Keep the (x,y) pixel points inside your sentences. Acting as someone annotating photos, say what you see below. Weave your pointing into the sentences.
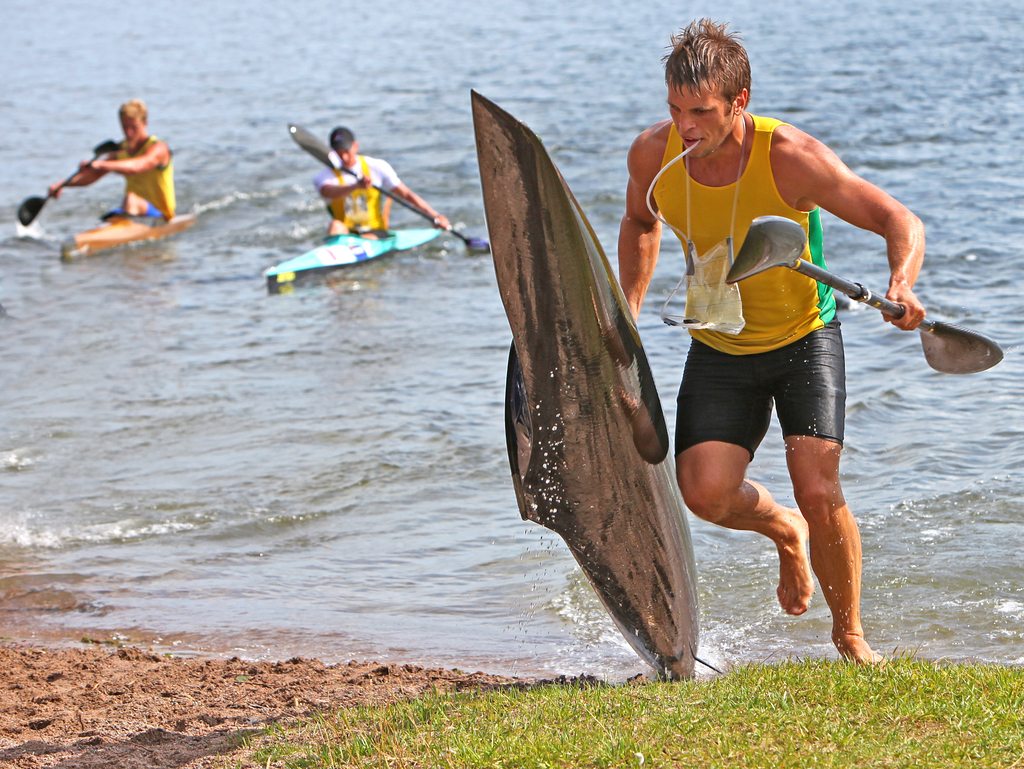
At the bottom of the image (545,686) there is grass (453,746). In the middle of the image (557,277) a person (718,226) is walking and holding a paddle (781,221) and boat (546,256). Behind him there is water (605,167), above the water (339,274) two persons (383,168) are doing boating.
